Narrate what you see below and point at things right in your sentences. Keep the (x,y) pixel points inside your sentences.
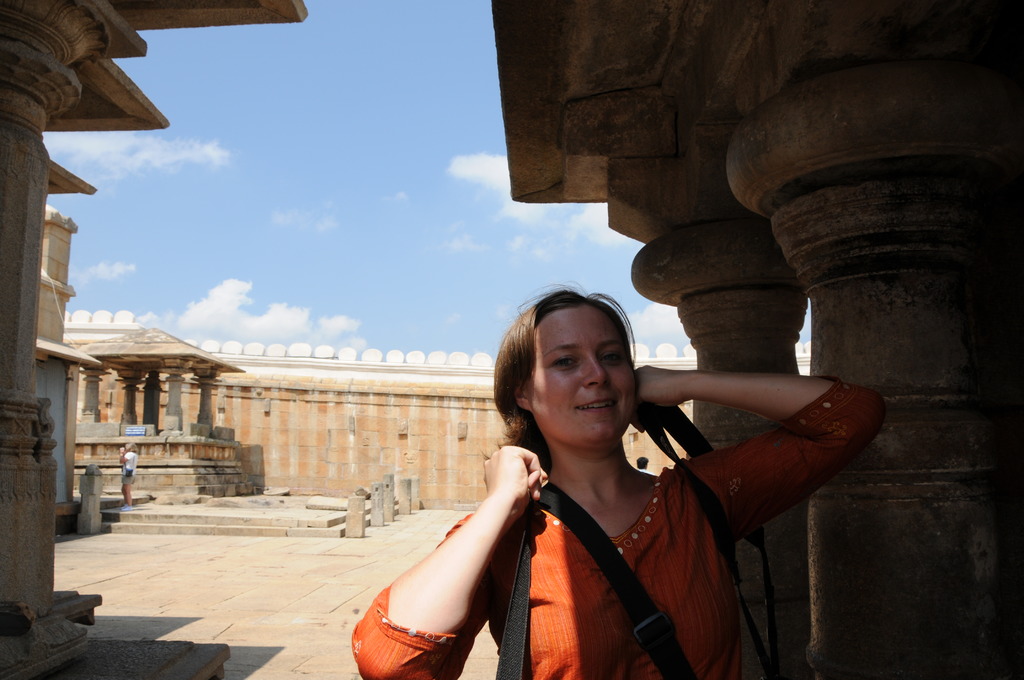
A beautiful woman (681,578) is there, she wore an orange color dress (582,633). This is a sculpture (881,248), at the top (346,179) it's a sunny sky (387,213).
